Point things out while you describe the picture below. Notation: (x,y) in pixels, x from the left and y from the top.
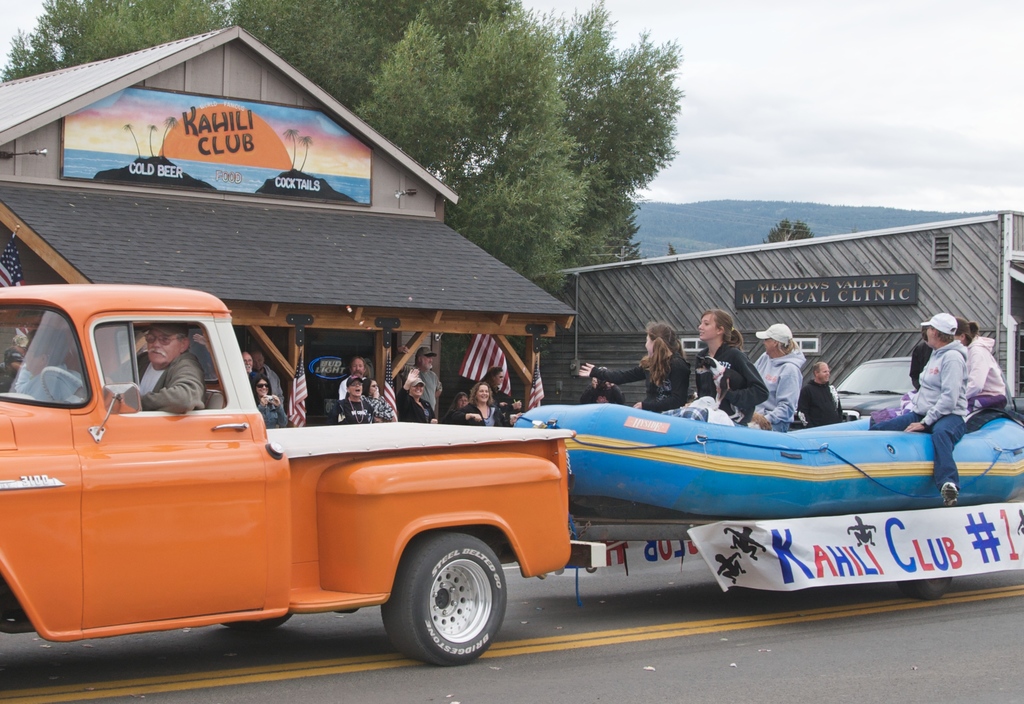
In this image we can see sheds (176,276), vehicle (384,423), tub (737,512), trees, hills (768,210) and sky (774,117).
